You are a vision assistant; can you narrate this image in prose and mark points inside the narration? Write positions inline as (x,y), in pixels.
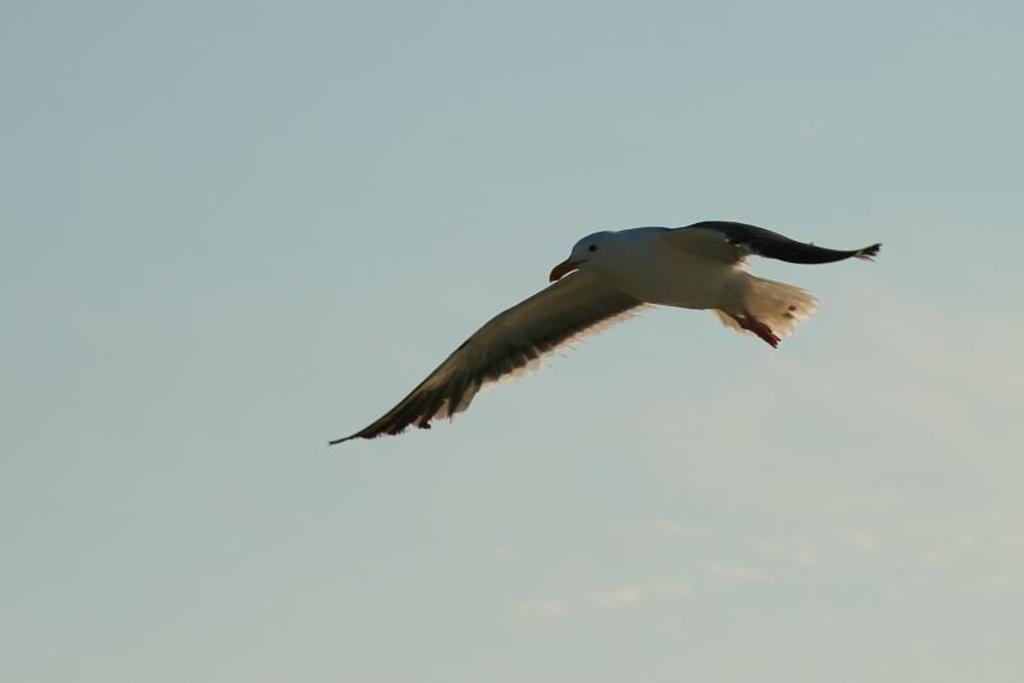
In this picture we can observe a bird (540,301) flying in the air (384,390). The bird (554,297) is in white color. In the background (254,242) there is a sky (245,400).
